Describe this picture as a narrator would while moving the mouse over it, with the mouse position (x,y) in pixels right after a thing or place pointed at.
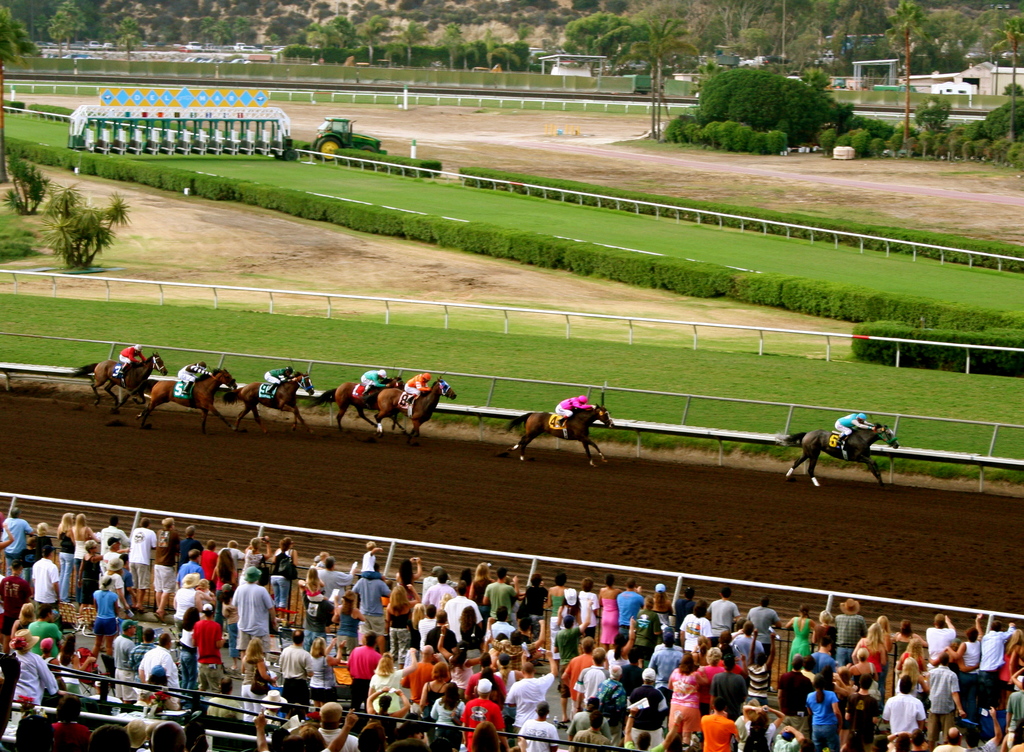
In this picture I can see group of people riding the horses (548,434), there are iron rods (977,453), plants (553,183), trees (968,17), vehicles (336,140), poles (997,425), group of people (297,641) standing and some other items (264,126).
